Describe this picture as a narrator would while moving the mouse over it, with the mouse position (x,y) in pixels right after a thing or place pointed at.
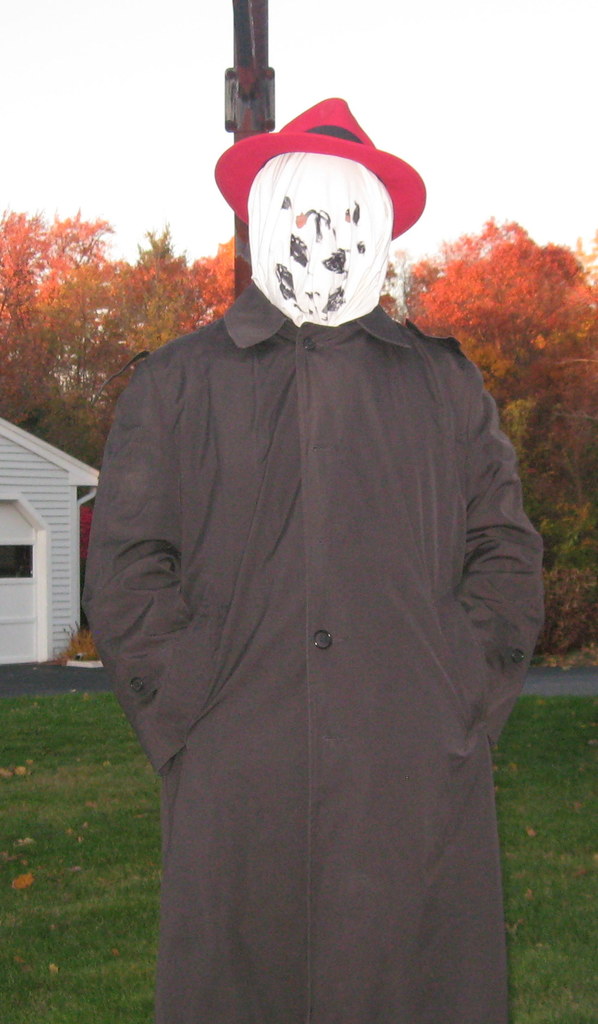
In this picture we can see a person (297,491) wearing a hat (244,188) and a mask (251,248) on his face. We can see some grass (77,820) and a few dry leaves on the ground (43,745). There is a path (59,675), house (43,632), trees (121,279) and a pole (239,55) is visible in the background (244,73). We can see the sky (426,34) on top of the picture (366,12).
